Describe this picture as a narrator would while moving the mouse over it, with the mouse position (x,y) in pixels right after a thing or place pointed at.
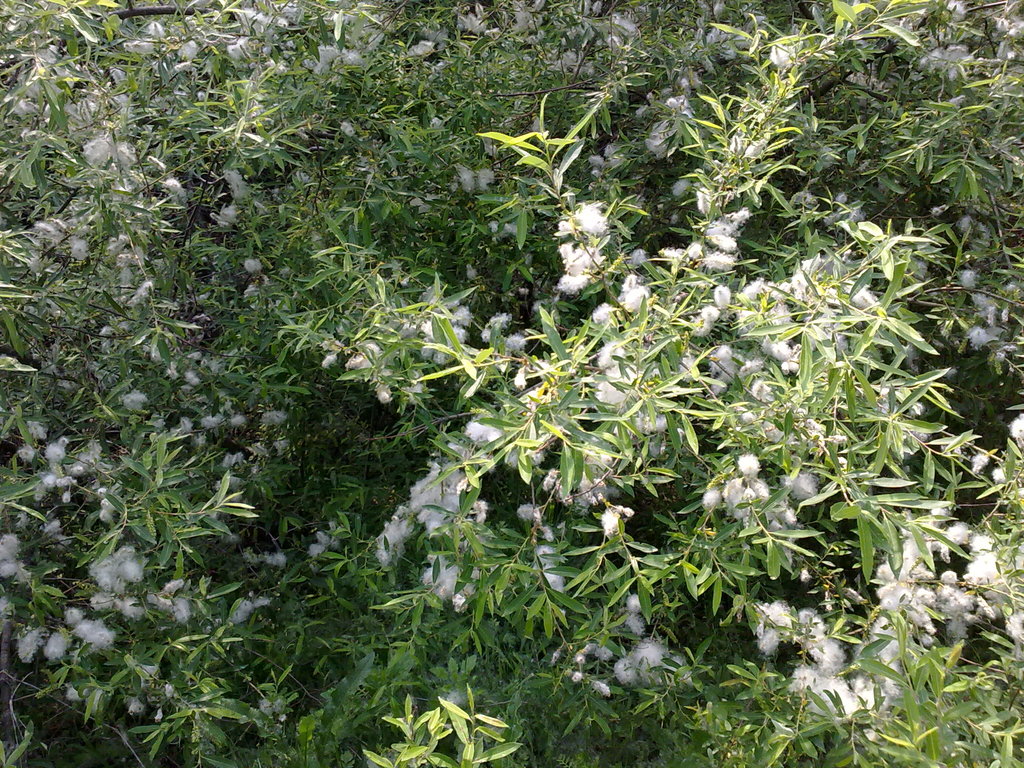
In this image there are plants (677,424) having flowers (787,480) and leaves (467,211).
